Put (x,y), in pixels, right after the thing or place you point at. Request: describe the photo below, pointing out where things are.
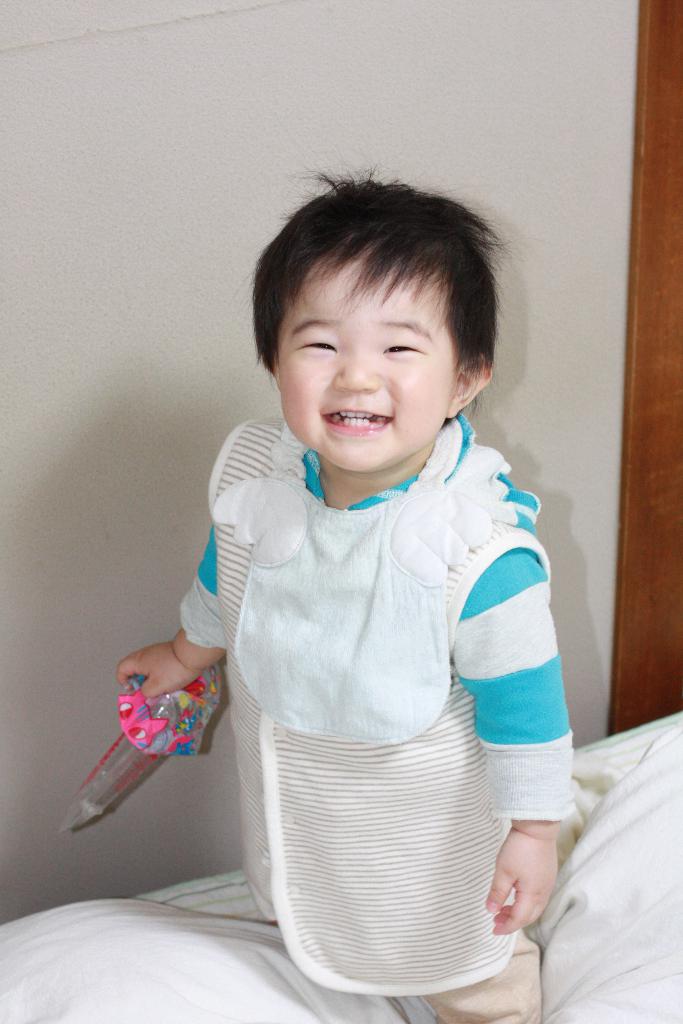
In this image there is a kid (149,653) holding a toy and standing on the blanket (225,978) of the bed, and in the background (121,494) there is wall (121,494).
